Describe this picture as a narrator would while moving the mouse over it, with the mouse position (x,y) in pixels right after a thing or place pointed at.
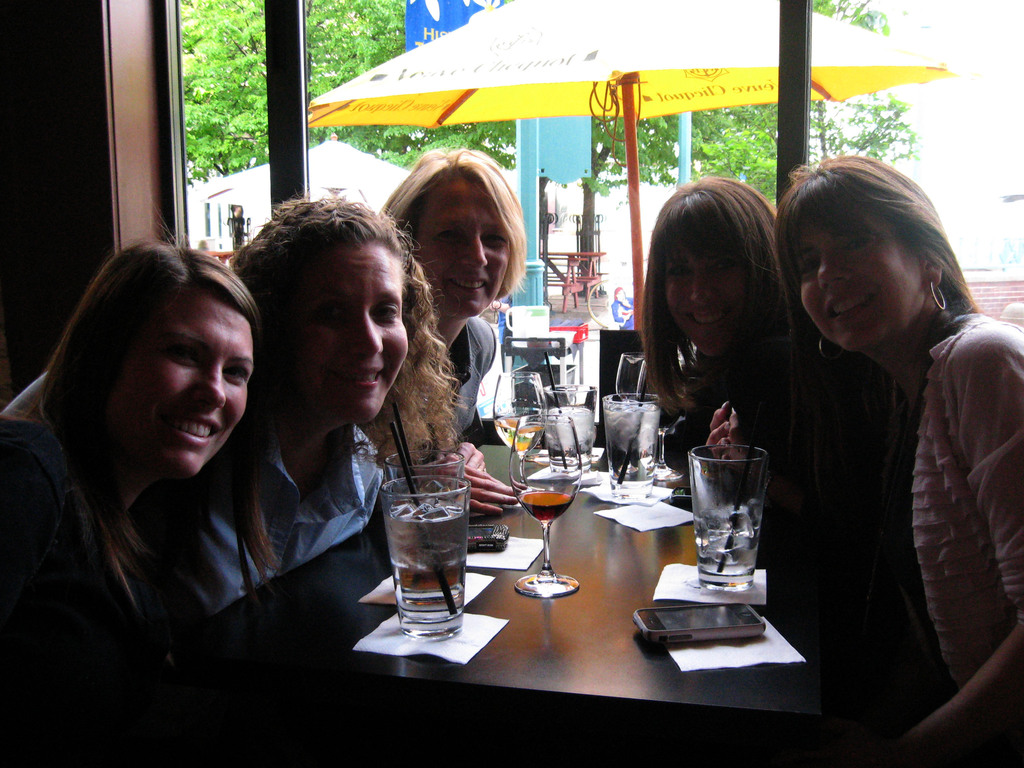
In this picture we can see five woman (353,235) sitting on chairs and in front of them on table (533,617) we have glass (436,561) with water (405,570) in it, mobile (674,629), paper (614,515) and in the background (315,167) we can see umbrella (688,71), tree (703,121), sky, banner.
